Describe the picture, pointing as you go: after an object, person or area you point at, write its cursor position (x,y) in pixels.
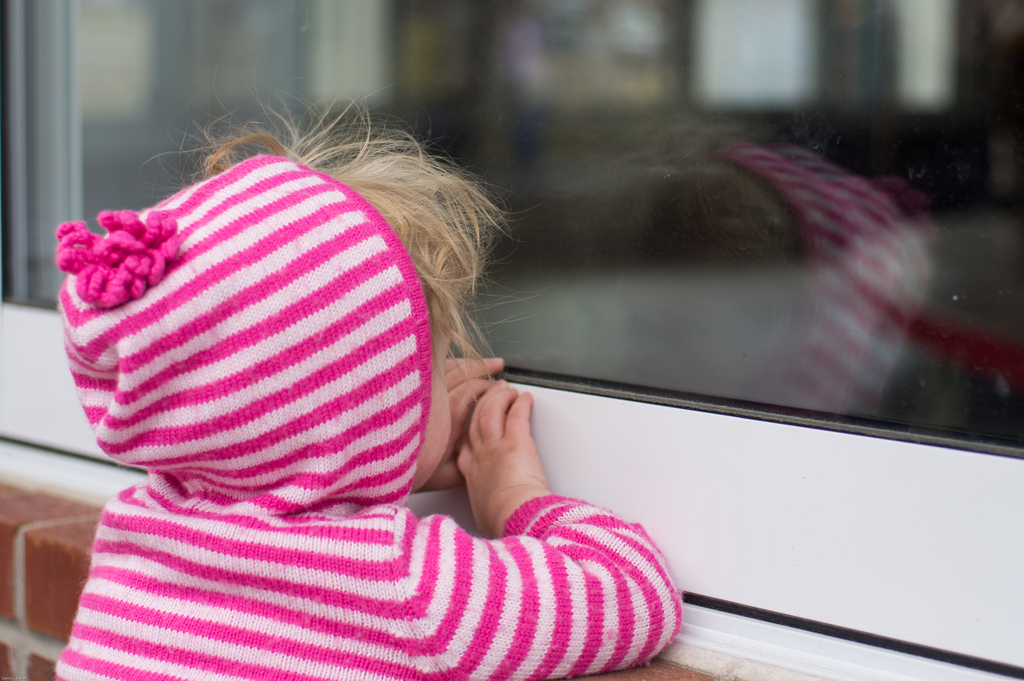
In the foreground of the picture (212,467) there is a kid (272,303) in pink jacket (428,559) standing near a brick wall (38,564), holding a glass window (488,110).
